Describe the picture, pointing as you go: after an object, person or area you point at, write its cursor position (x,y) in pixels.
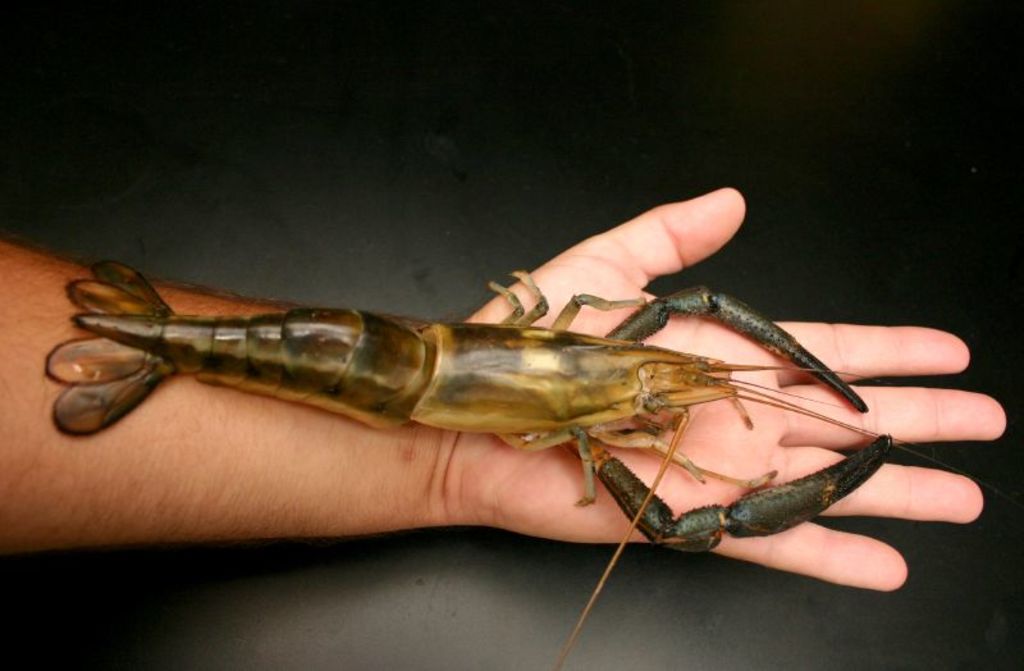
In the center of the picture (612,278) there is a person (46,356) holding a shrimp (306,381). In the background (619,135) it is floor (517,591).
